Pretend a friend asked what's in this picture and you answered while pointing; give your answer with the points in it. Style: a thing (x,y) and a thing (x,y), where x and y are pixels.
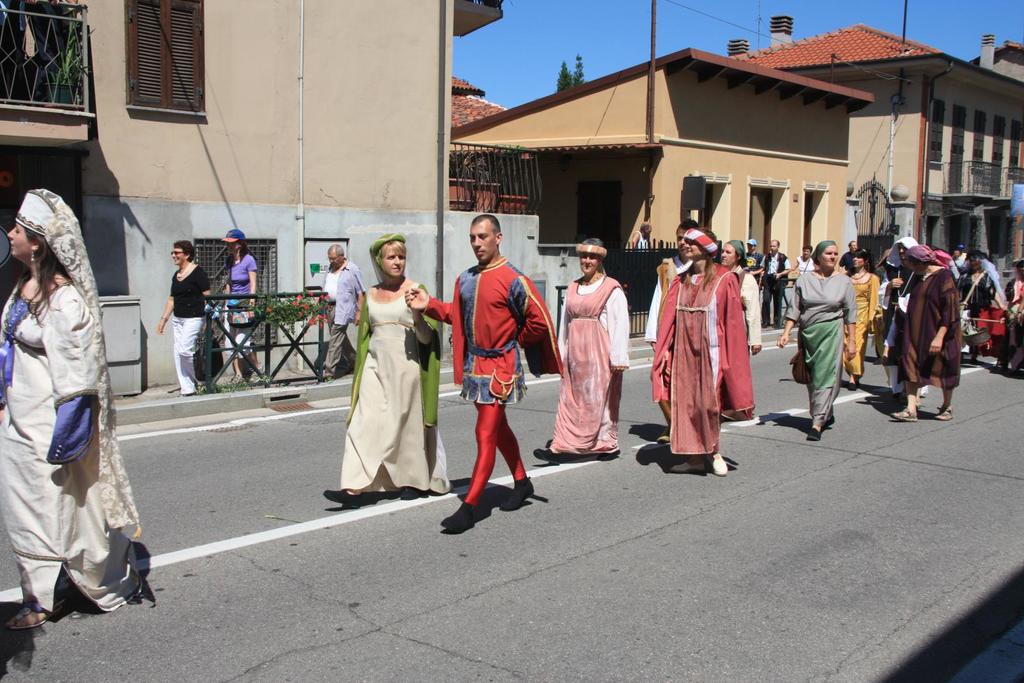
In this image we can see so many people (111,441) are walking on the road (596,536). They are wearing different costumes (750,324). Background of the image (880,165), buildings (728,121), tree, fencing (256,344) and the sky (547,80) is there.
